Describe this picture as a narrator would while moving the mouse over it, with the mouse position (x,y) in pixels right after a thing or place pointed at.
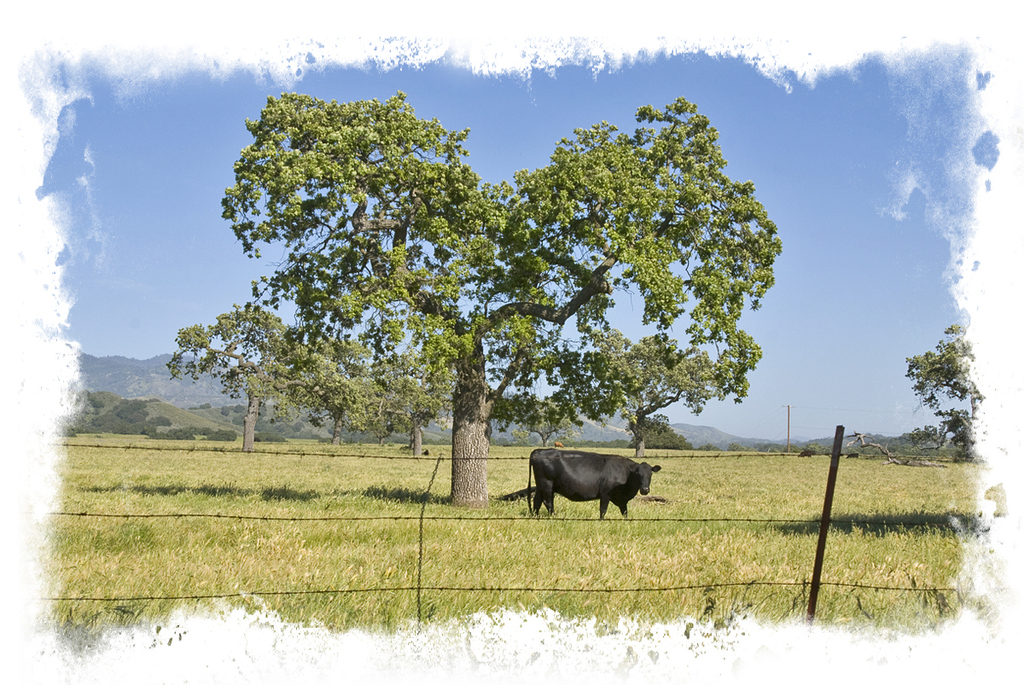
In the picture we can see a photograph of it, we can see a grass (696,502) and a cow (549,453) which is black in color standing, just beside to the cow (587,488) we can see a tree (543,279) and in the background (100,367) we can see some hills (134,376) and a sky (640,306).
